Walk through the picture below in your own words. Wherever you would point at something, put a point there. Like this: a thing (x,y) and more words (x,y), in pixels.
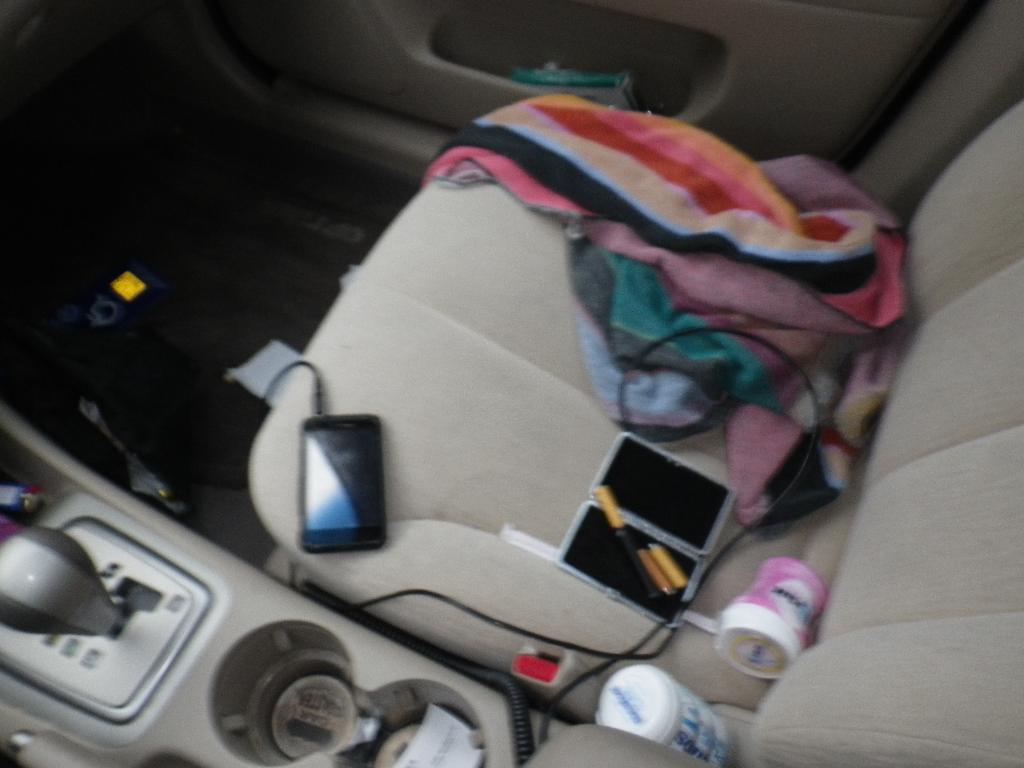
This is a zoomed in picture and the picture is clicked inside the vehicle (240,646). In the foreground (314,677) we can see there are some bottles (682,701) and objects (15,491) and we can see a mobile phone (342,473) and some other objects (675,474) are placed on the top of the seat (454,389). In the background (370,36) we can see the door (281,46) of the vehicle (379,35).
